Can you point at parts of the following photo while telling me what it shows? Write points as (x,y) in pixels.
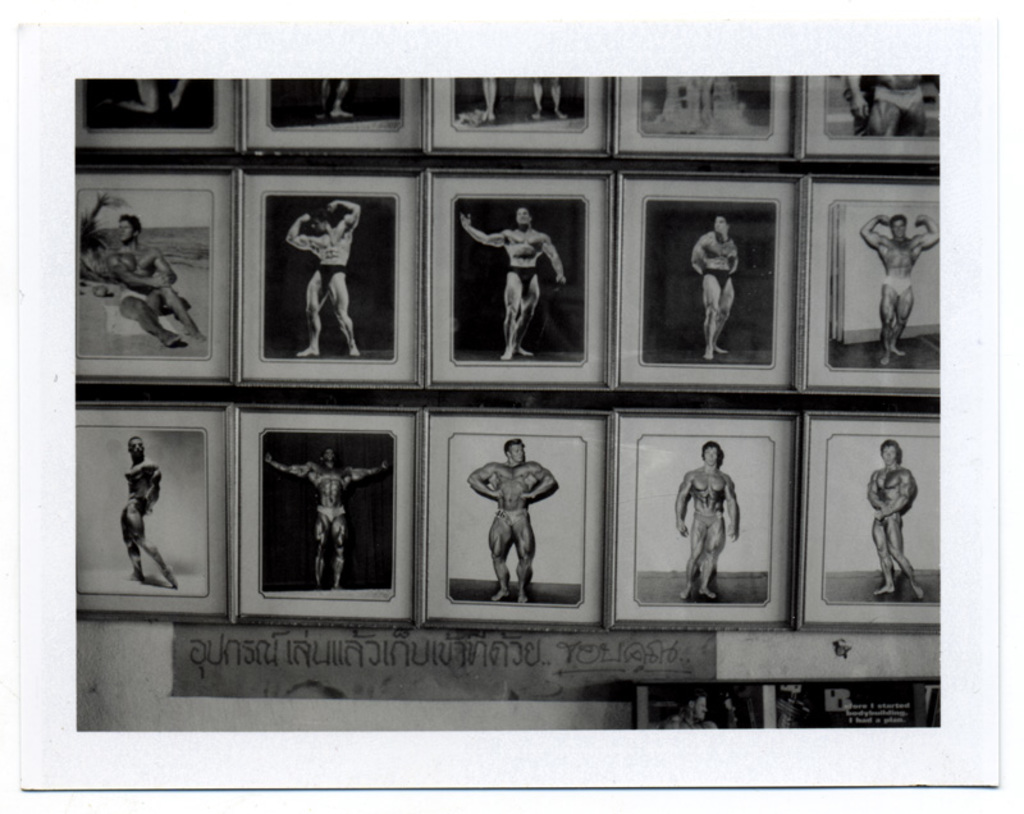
In this picture we can see frames (376,600) and in these frames (431,114) we can see a person (548,250) in different positions.
